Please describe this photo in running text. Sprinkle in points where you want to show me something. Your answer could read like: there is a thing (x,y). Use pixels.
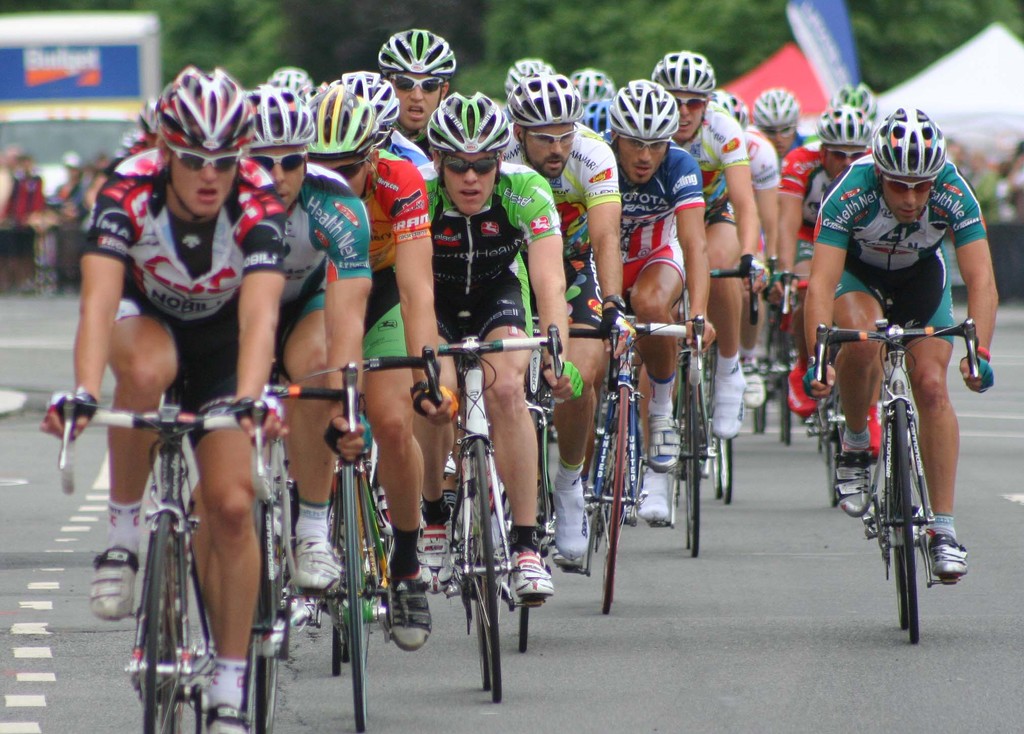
In this image, we can see some people (931,297) riding bicycles (843,337). It looks like a cycle race. In the background (751,61), we can see some green trees (320,12).
